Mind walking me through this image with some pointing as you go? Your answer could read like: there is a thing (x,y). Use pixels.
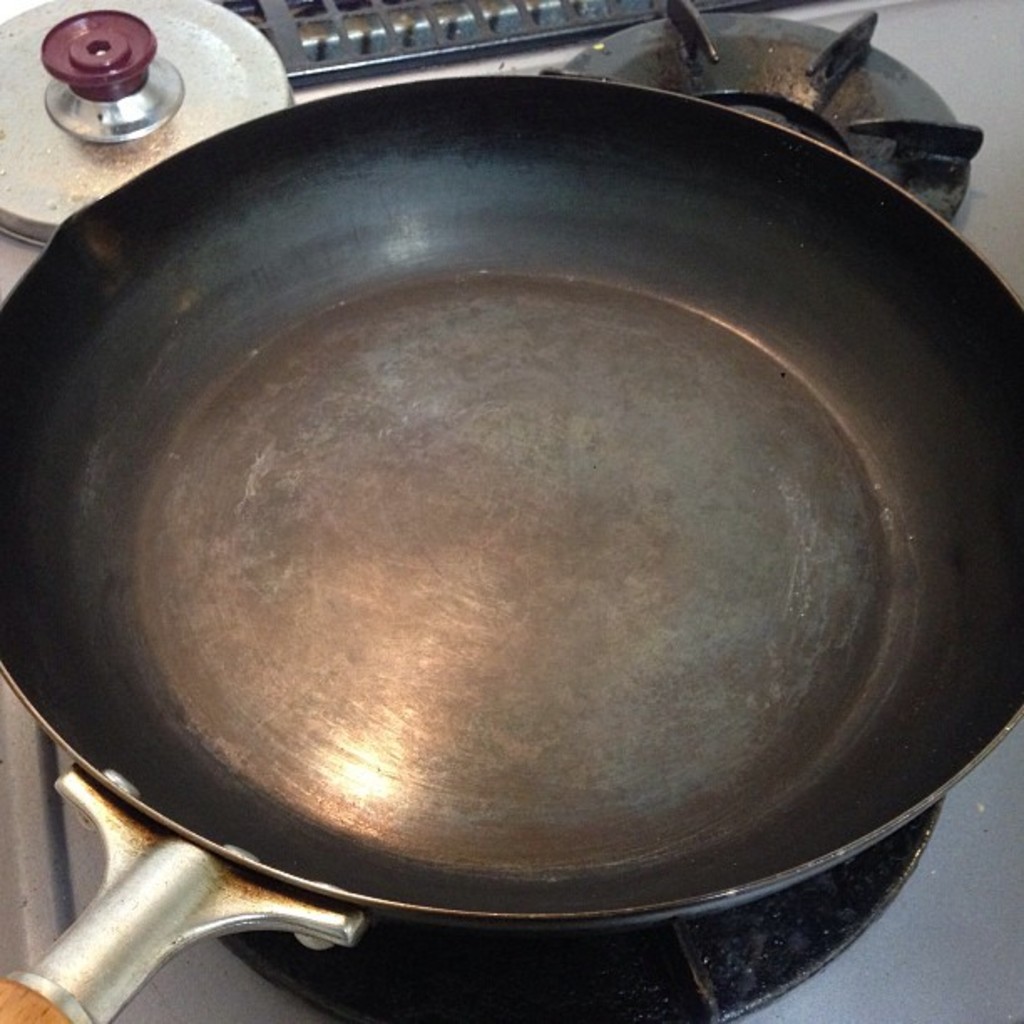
In the image there is an empty pan (504,263) kept on a stove (440,970).
